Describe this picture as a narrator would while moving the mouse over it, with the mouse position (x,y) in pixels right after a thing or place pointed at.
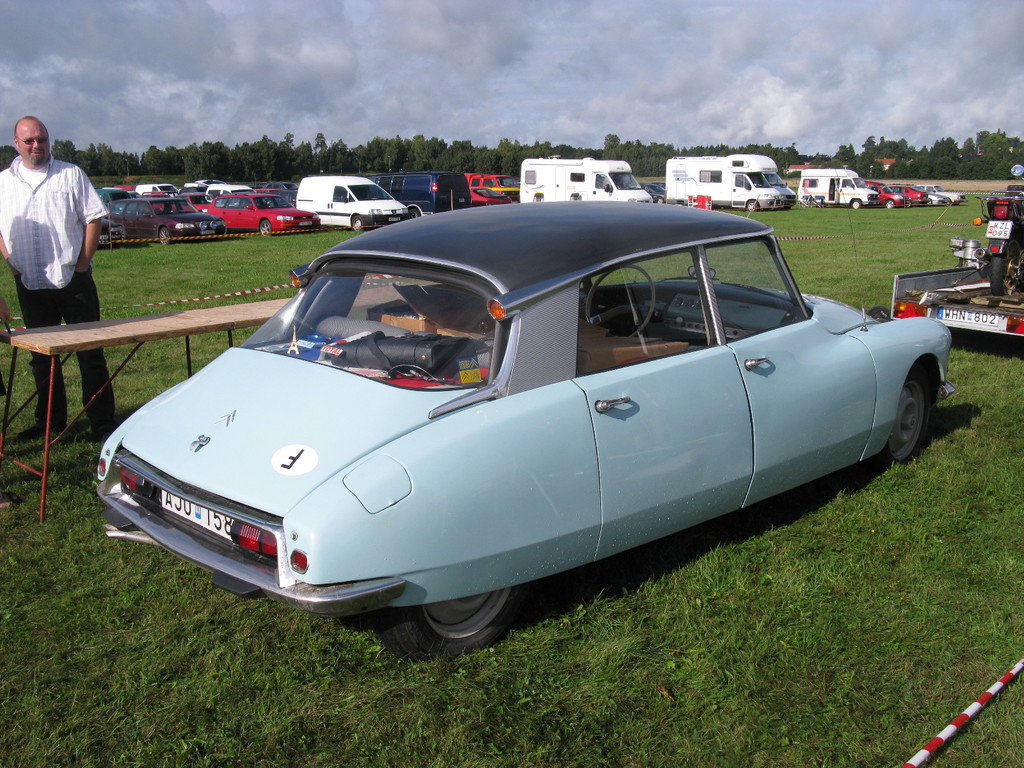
This picture is taken from the outside of the city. In this image, in the middle (561,367), we can see a car (599,370) which is placed on the grass (566,646). On the right side (1022,212), we can also see a vehicle (989,250). On the left side (64,173), we can see a man (59,233) standing in front of the table (58,341). In the background (218,176), we can see few vehicles (196,223) which are placed on the grass (275,280), road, trees (415,161), plants (434,154). At the top (842,104), we can see a sky (492,31) which is cloudy, at the bottom (934,580), we can see a grass (863,221). In the right corner (994,696), we can see a rod (1002,685).
